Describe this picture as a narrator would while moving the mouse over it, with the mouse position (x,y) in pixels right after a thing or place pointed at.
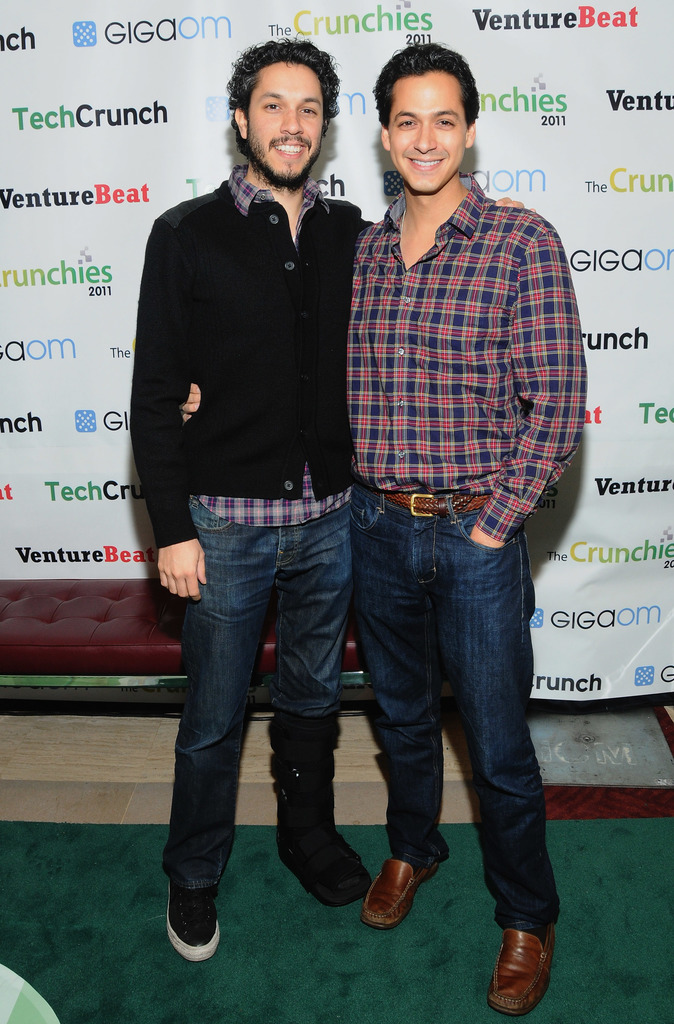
In this image I see 2 men (340,372) who are standing and I see that both of them are smiling and in the background (27,407) I see the banner (563,87) on which there are words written and I see the couch (182,631) over here and I see the green color carpet (119,892) over here and I see that both of them are wearing jeans (421,783) and this man (473,361) is wearing shirt (472,336).
